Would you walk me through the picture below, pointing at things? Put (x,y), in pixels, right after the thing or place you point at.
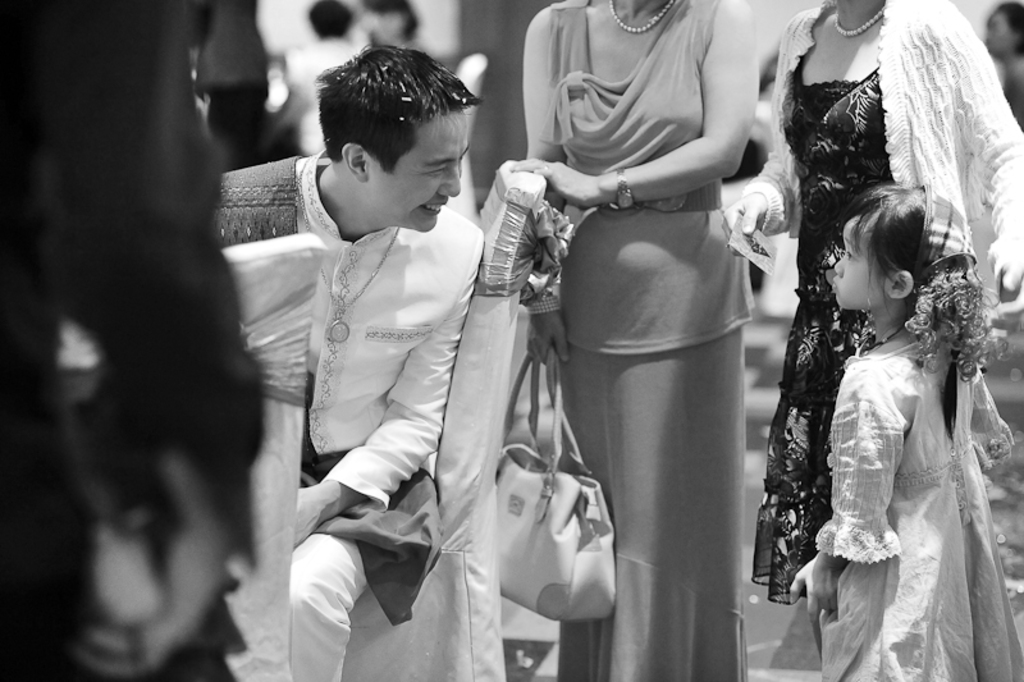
This is a black and white image. In the center of the image (427,304) a man (380,294) is sitting on a chair (494,360) and lady (636,300) is standing and carrying a bag (576,535). On the right side of the image (826,238) a lady (849,185) is standing and holding a paper (759,237) and a girl (908,325) is standing. On the left side of the image (218,320) we can see a person (203,170). In the background of the image (243,114) we can see some persons (249,102), wall (510,88), chairs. At the bottom of the image (751,632) there is a floor (806,665).
